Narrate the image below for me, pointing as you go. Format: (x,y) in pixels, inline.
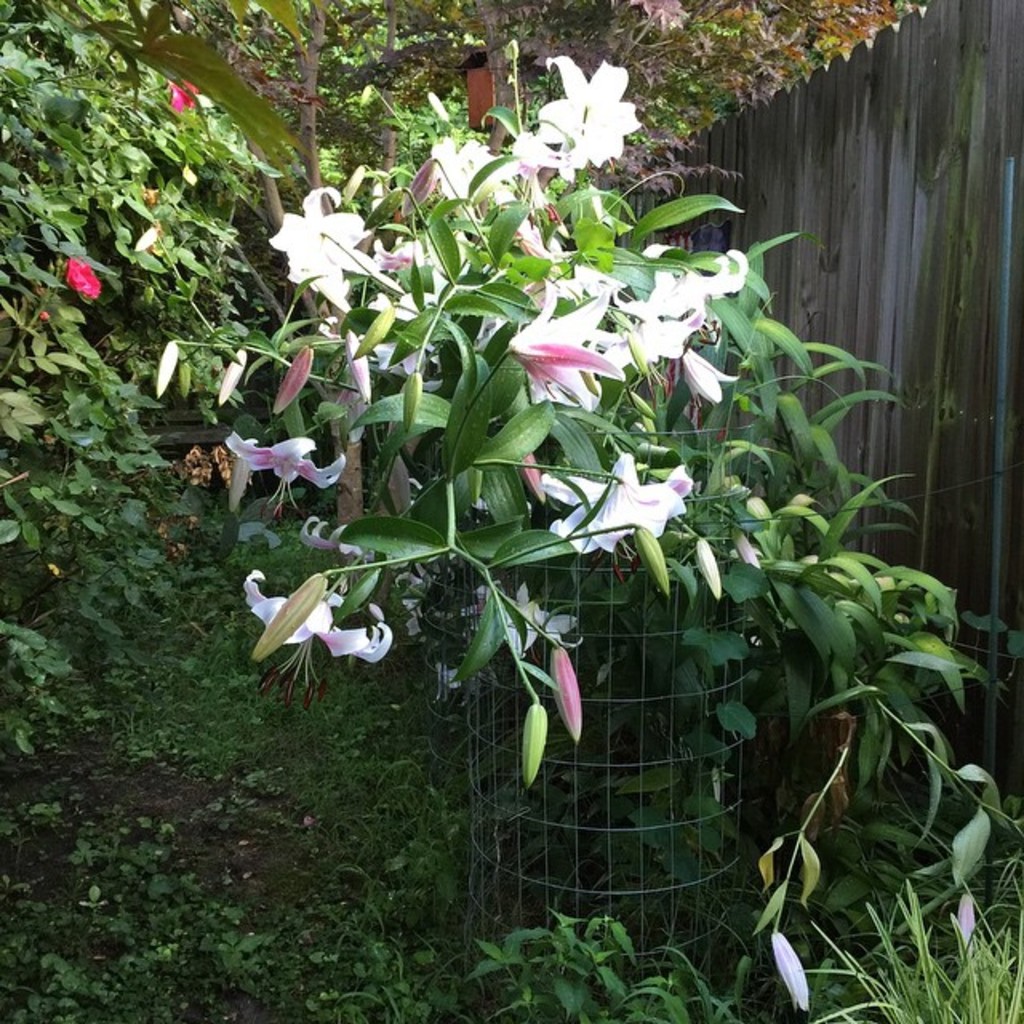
In this image there are plants (590,357), for one plant (685,752) there is fencing (641,745), in the background (392,7) there are trees (610,12), in the top right (816,76) there is wooden wall (951,143).
